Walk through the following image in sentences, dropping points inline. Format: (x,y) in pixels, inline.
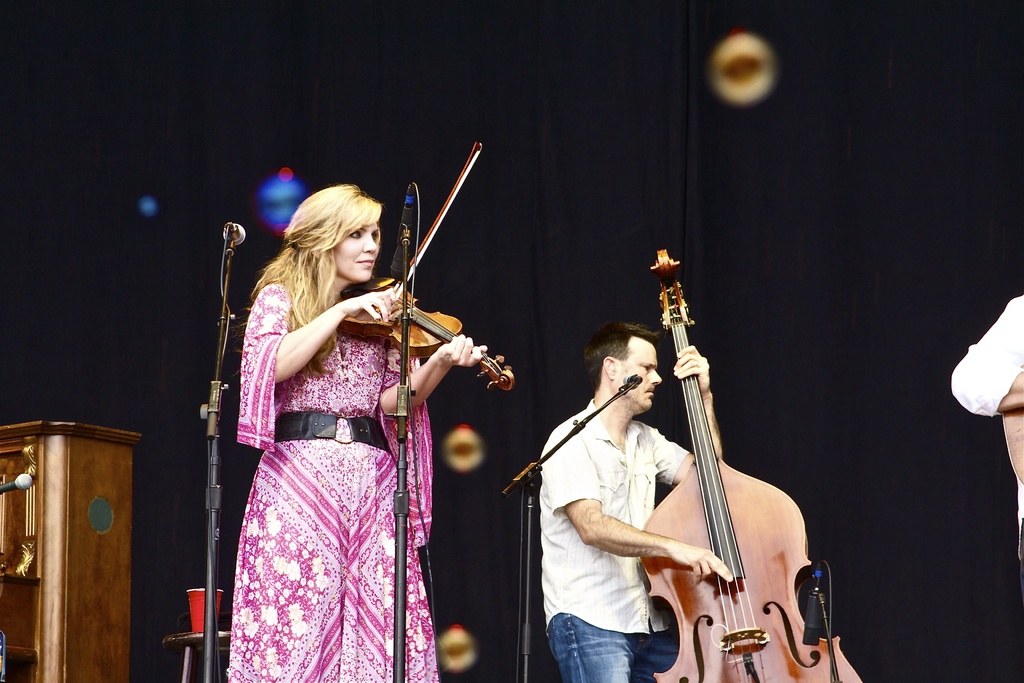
In this image, few people (306,562) are playing a musical instrument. Left side, there is a wooden cabinet (81,566). In the middle (402,257), so many stands (395,534), wires (208,506), microphones (403,271). On right side (999,374), we can see human hand (990,366). And background, there is a black color curtain (557,235). There is a cup (197,614) placed on the stool (198,647).
